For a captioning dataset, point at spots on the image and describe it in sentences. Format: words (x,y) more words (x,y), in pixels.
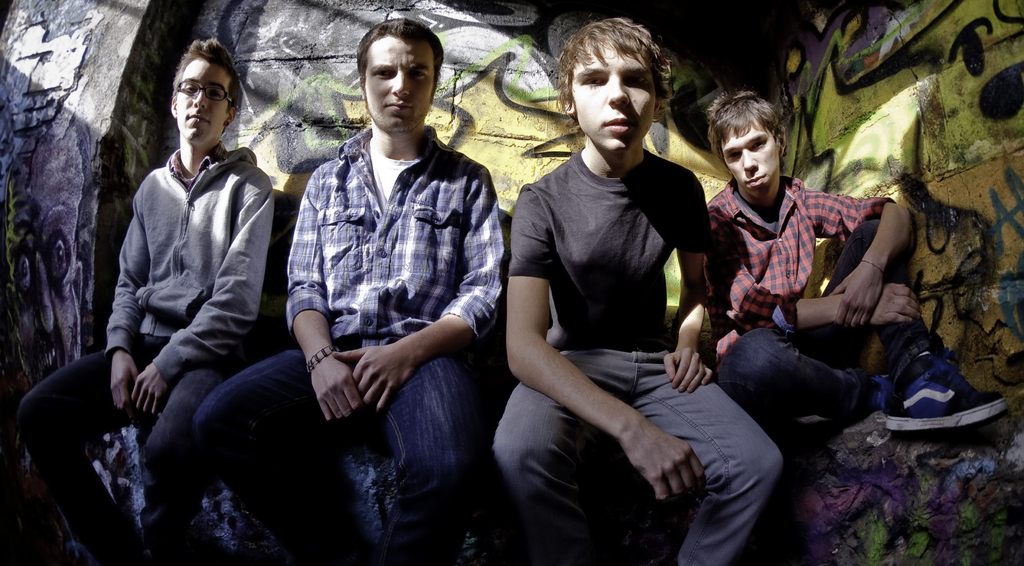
In this image there are four men (442,315) sitting on a rock (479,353), at the background of the image (270,336) there is a rock (527,108), there is a painting (862,159) on the rock (496,357).
